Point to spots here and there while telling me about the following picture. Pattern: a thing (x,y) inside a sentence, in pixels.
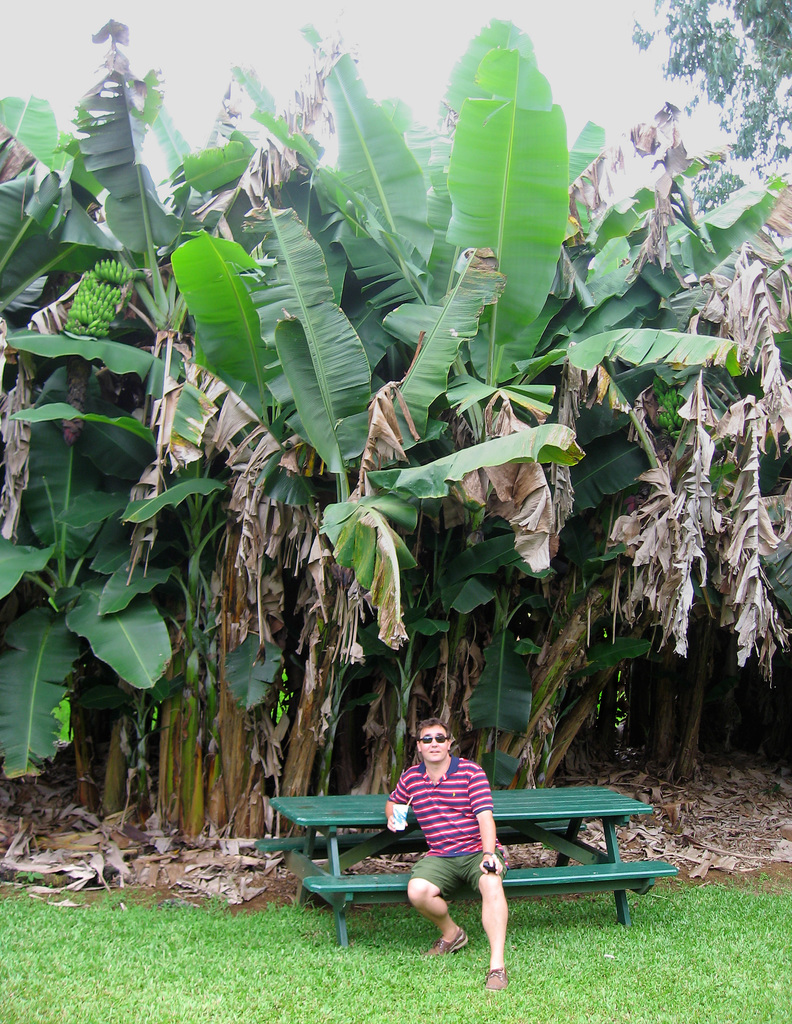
In this image I can see a man (488,881) is sitting on a bench (498,817). I can also see he is holding a glass (400,812) and wearing specs (438,737). In the background (417,496) I can see number of trees (391,393).
